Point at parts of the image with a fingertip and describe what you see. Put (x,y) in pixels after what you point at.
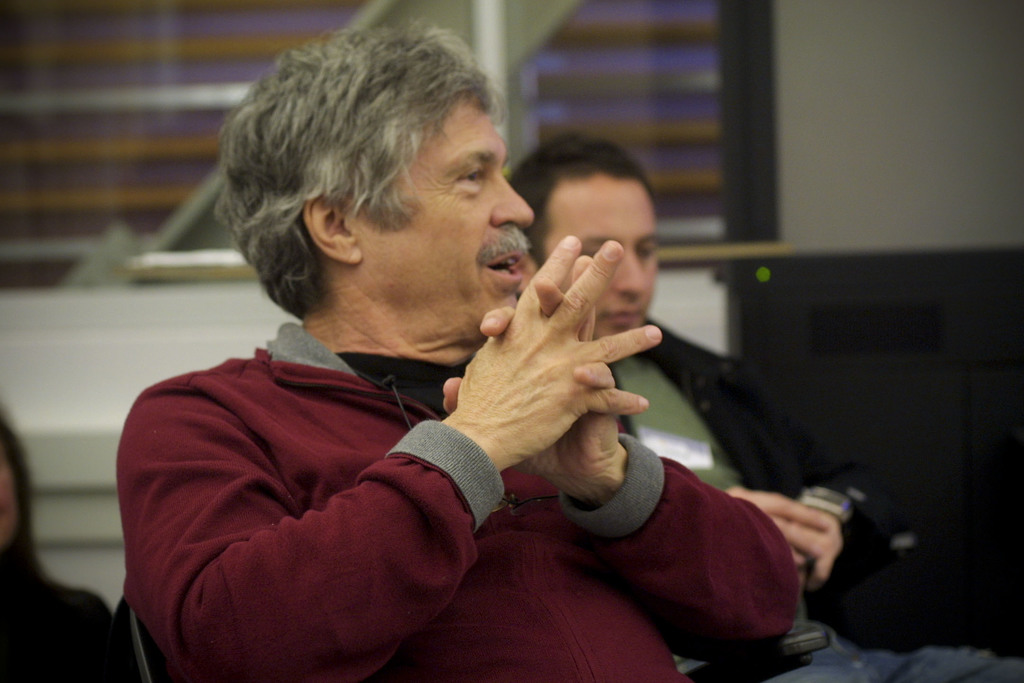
In this picture there is a old man (587,447) wearing a red color sweater (525,485) sitting and holding the hands (513,393), looking on the right side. Beside there is a boy (663,440) wearing a black color jacket (774,449) is sitting. In the background (792,111) we can see a glass window (205,40) and a white wall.
